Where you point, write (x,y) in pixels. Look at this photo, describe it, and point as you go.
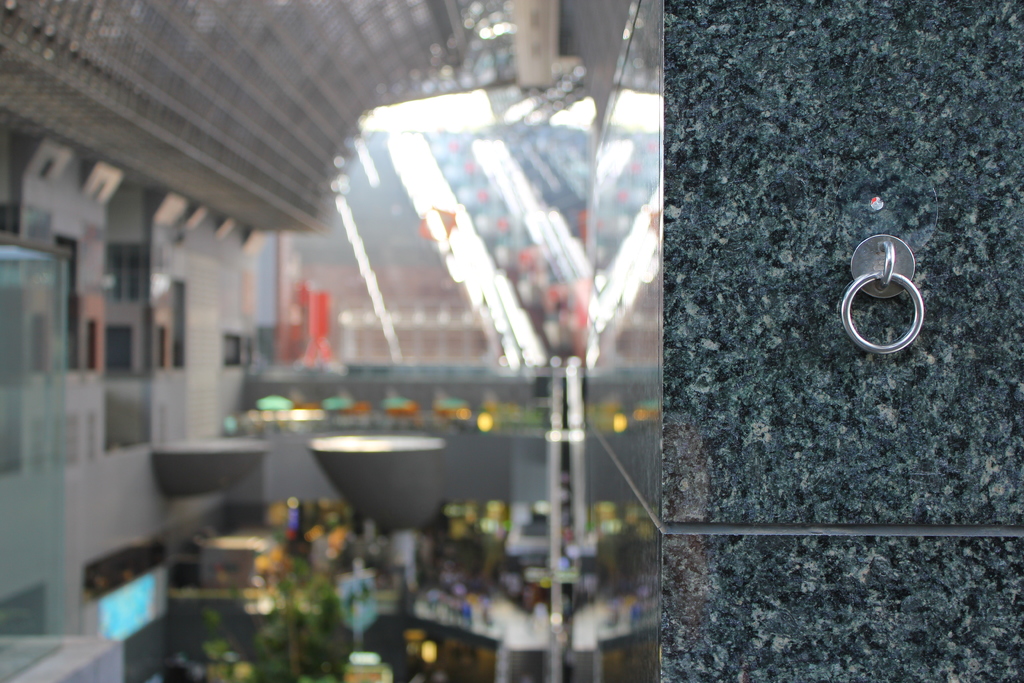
On the right side of the picture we can see an object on the wall (792,201). On the left side of the picture (259,306) it is blurred and we can see objects (159,114).
